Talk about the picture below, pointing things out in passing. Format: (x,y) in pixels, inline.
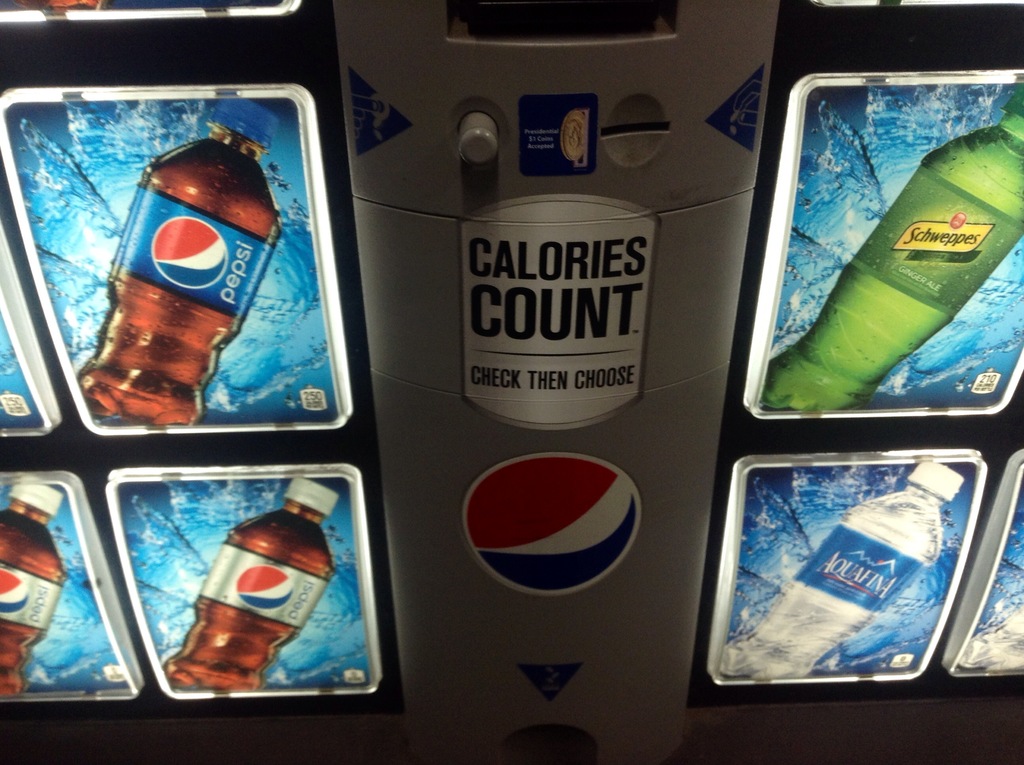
In the image there is a machine (487,251) with poster (494,339), logo (520,511) and button (468,156). On the left (246,272) and right corners there are images of bottles (160,254) with logos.
